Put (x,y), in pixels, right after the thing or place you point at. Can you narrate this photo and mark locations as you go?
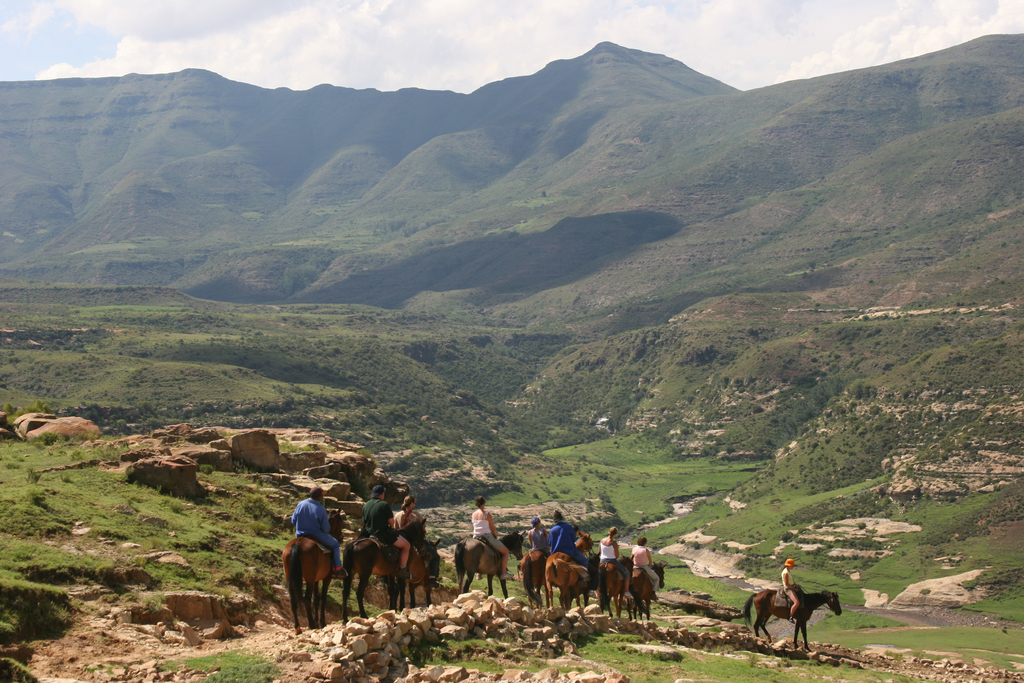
In this image there are few people (402,560) at the bottom (510,553) who are riding the horses (495,567). In the background (491,314) there are so many hills (506,298) in which there is grass (618,251). At the bottom (401,652) there are stones (348,660).
